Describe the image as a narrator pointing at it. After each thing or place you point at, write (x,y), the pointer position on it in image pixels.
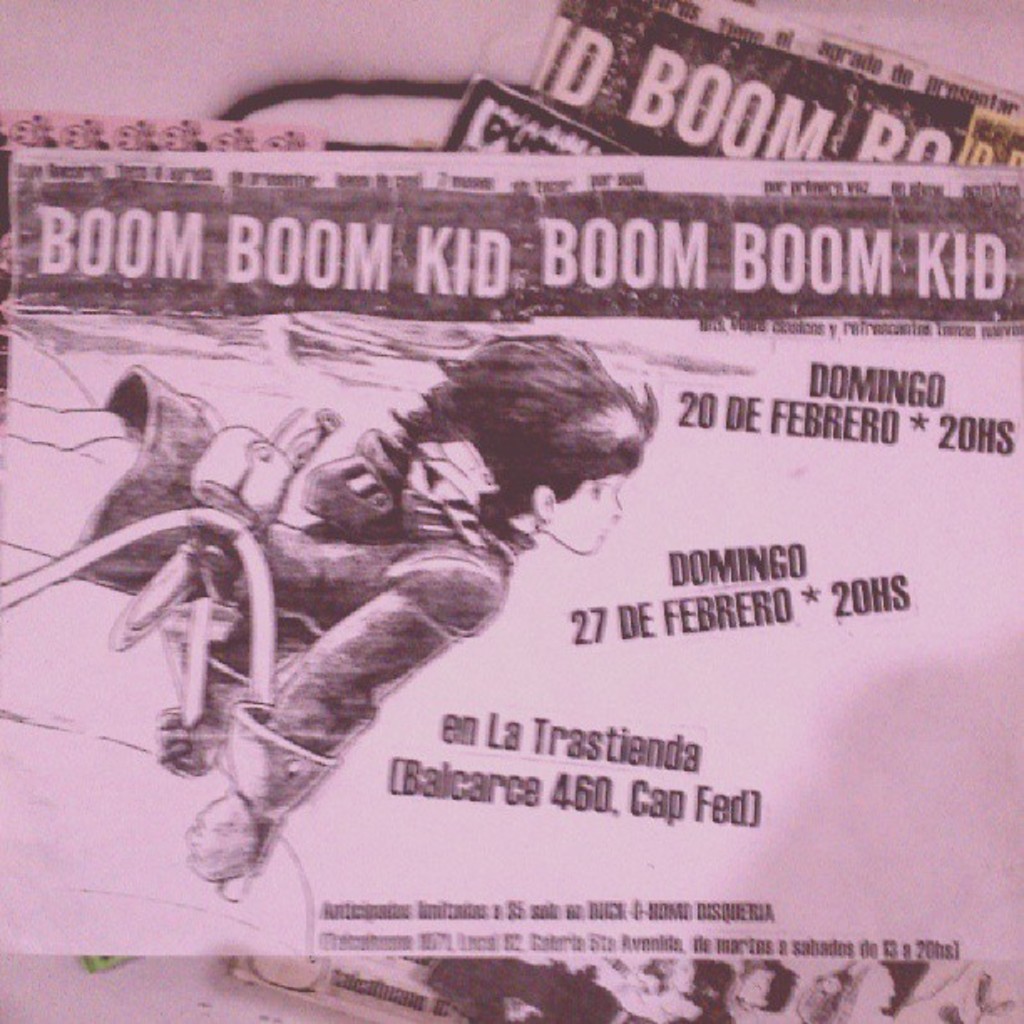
On the left side of the image (227,502) a person (578,464) is there and holding an object (196,636). In the background of the image (770,107) we can see some text (353,260).
